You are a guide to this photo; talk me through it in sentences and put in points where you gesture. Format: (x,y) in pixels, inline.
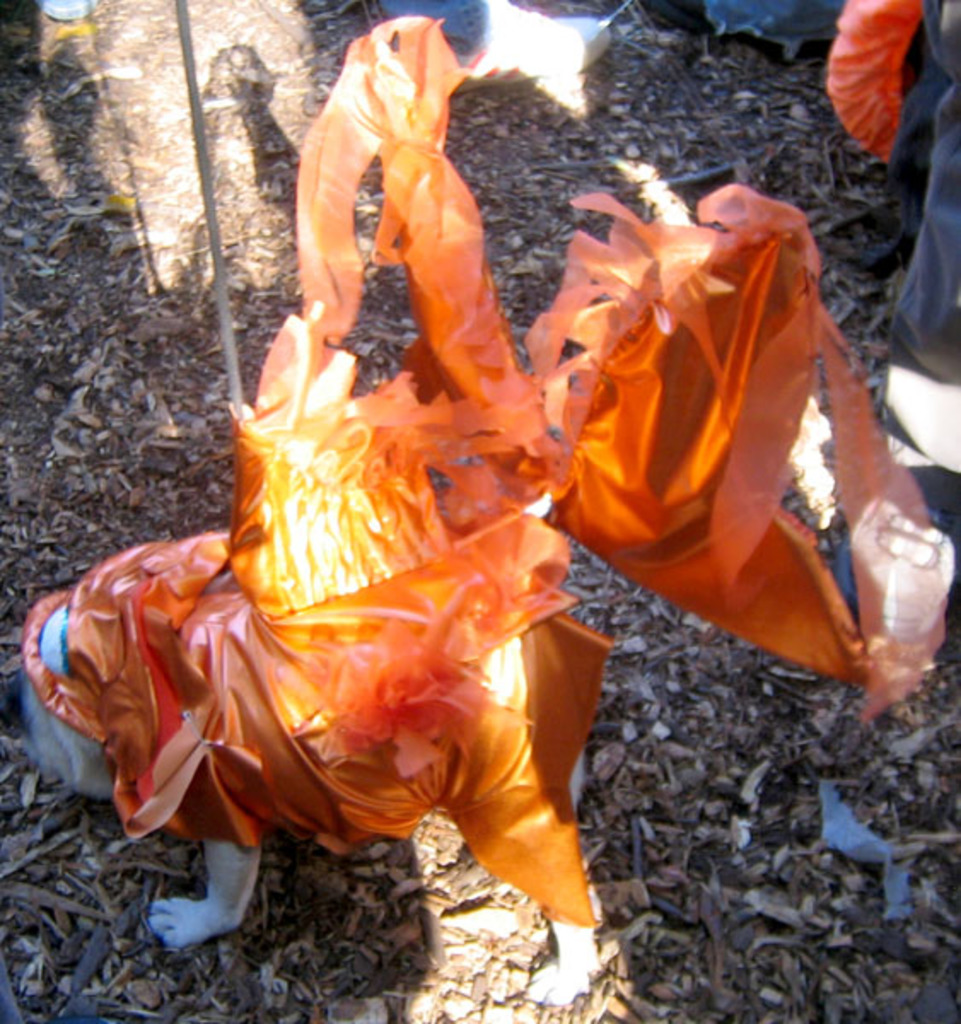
There is a dog (289,629) wearing a orange color dress (333,607). Near to the dog (236,424) there is a stick (230,330). And we can see some legs (948,236) of the persons (904,199). On the ground (699,868) there are dried leaves (714,806).
